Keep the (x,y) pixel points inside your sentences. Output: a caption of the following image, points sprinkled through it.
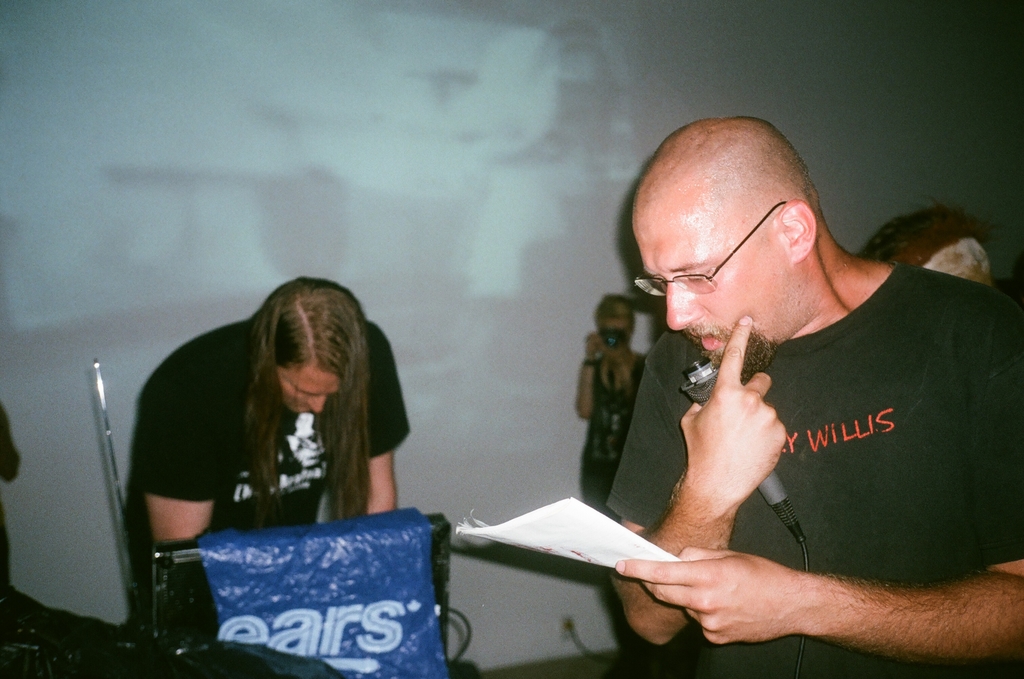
In this image I can see few people (641,431). One person (668,480) is holding a paper (597,551) in his hand (724,560). On the left side (337,391) there is another person (297,480).
